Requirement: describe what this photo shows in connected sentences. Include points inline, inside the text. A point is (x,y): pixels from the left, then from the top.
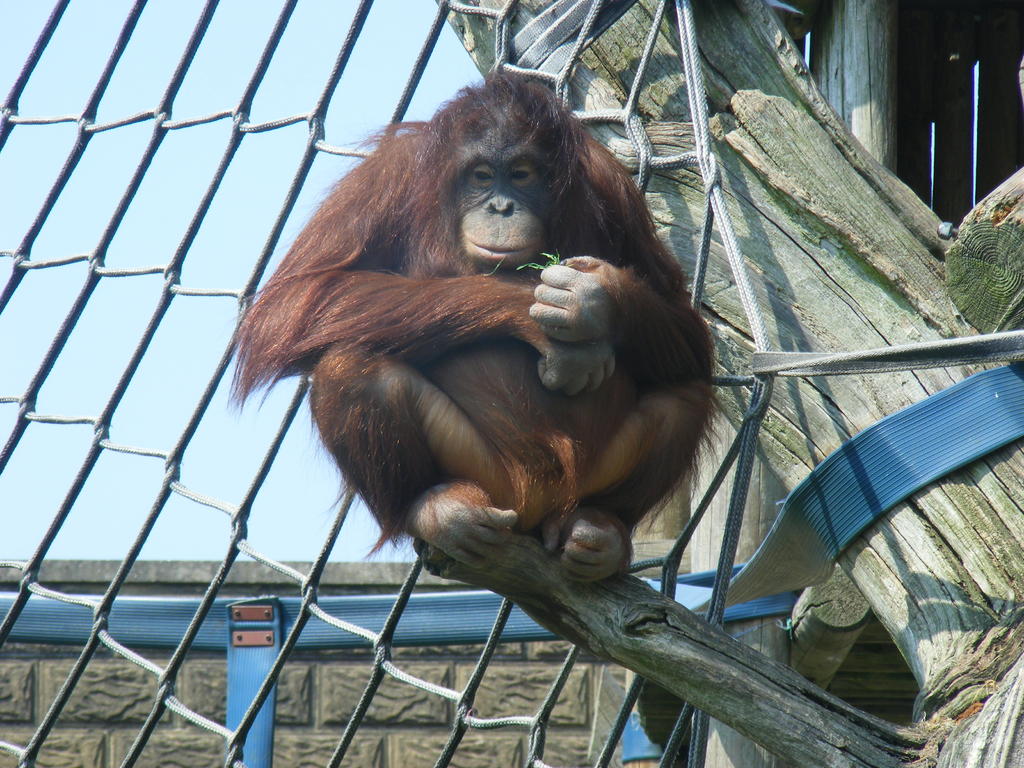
In this image we can see an orangutan (584,281) sitting on a tree branch (544,569). There is a rope fencing (466,722). There is a stone wall (11,644). In the background of the image (181,234) there is sky (197,113).
